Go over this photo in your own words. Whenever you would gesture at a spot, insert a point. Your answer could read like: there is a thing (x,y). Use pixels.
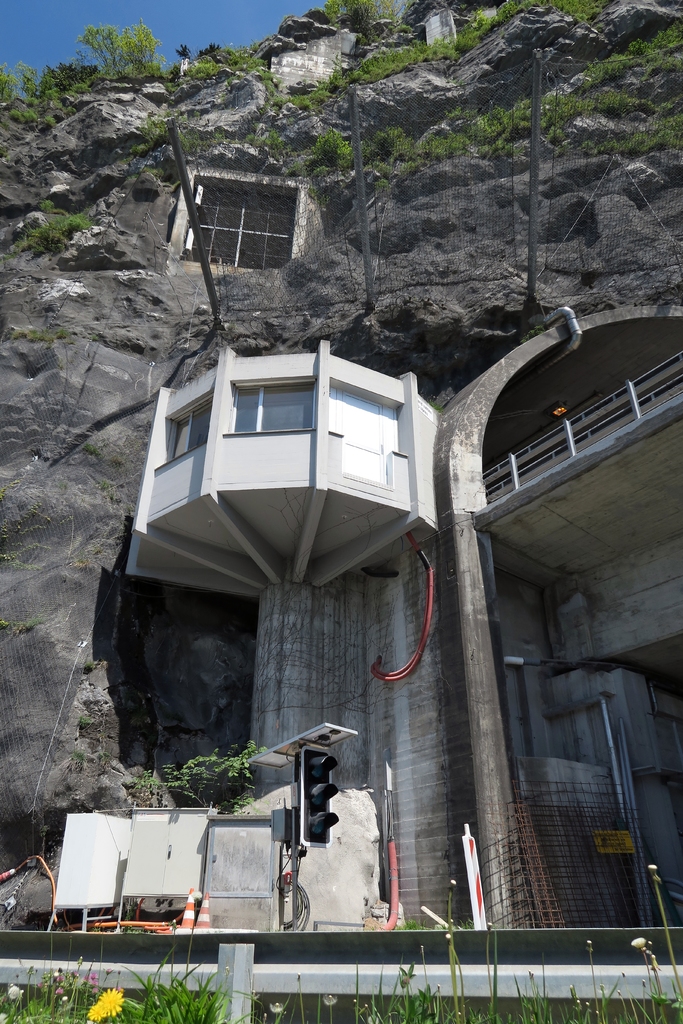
At the bottom of the picture (152,1007), we see the plants (214,996) and the flowers (122,1000) which are in white, pink and yellow color. Beside that, we see the iron rods (271,976) and the road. In the middle of the picture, we see the traffic signals (320,819) and behind that, we see the board (143,886) and a tree (247,744). On the right side (555,802), we see the iron rods (565,830) and windows (201,412). In the background (565,131), we see the rock (253,121). At the top of the picture (367,235), we see the rods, fence (228,249), windows (215,220) and trees (150,60). We even see the sky (256,32).
